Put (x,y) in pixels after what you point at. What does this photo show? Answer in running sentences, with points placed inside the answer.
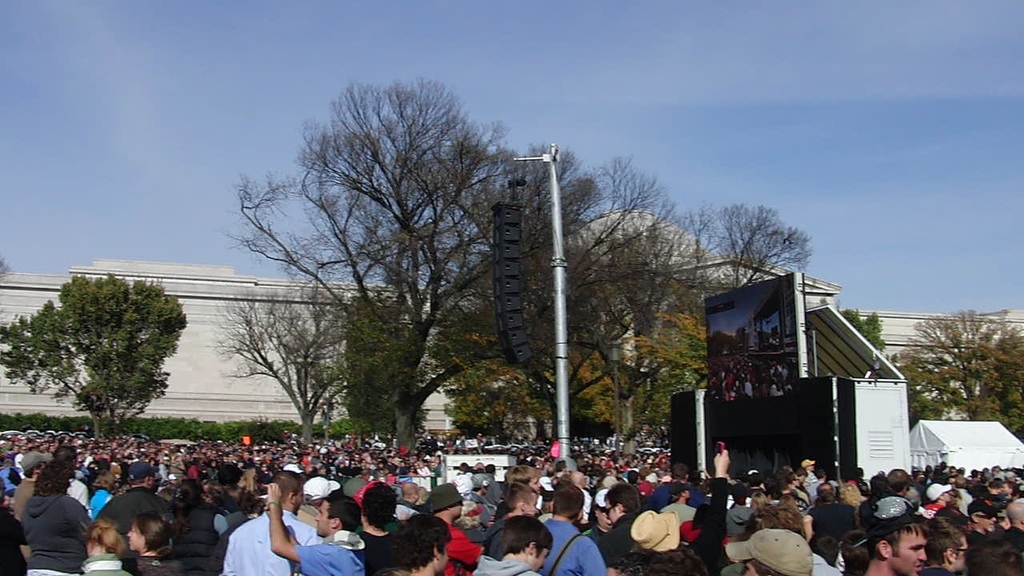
In this picture I can see a number of people (475,450) on the surface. I can see the screen (768,336). I can see the speakers (508,227). I can see trees (490,233). I can see clouds (672,86) in the sky (645,86).
